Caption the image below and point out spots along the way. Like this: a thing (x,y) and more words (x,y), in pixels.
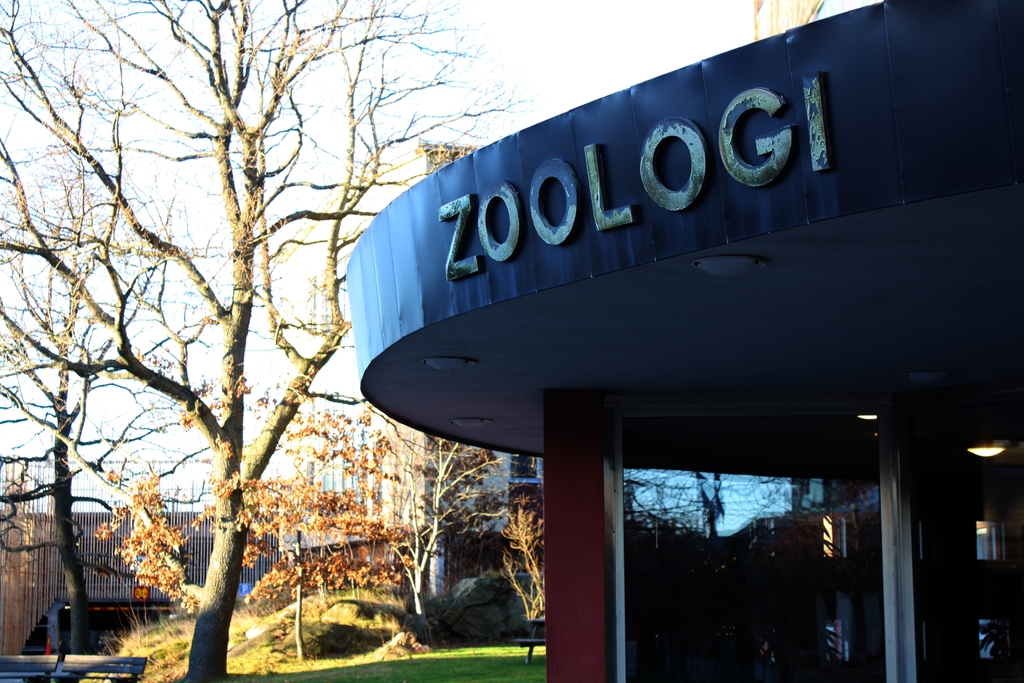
In this image there is a building (659,430), there are trees (225,593), plants (270,525), benches (130,663), rocks (405,632), and in the background (649,18) there is sky (455,1).
